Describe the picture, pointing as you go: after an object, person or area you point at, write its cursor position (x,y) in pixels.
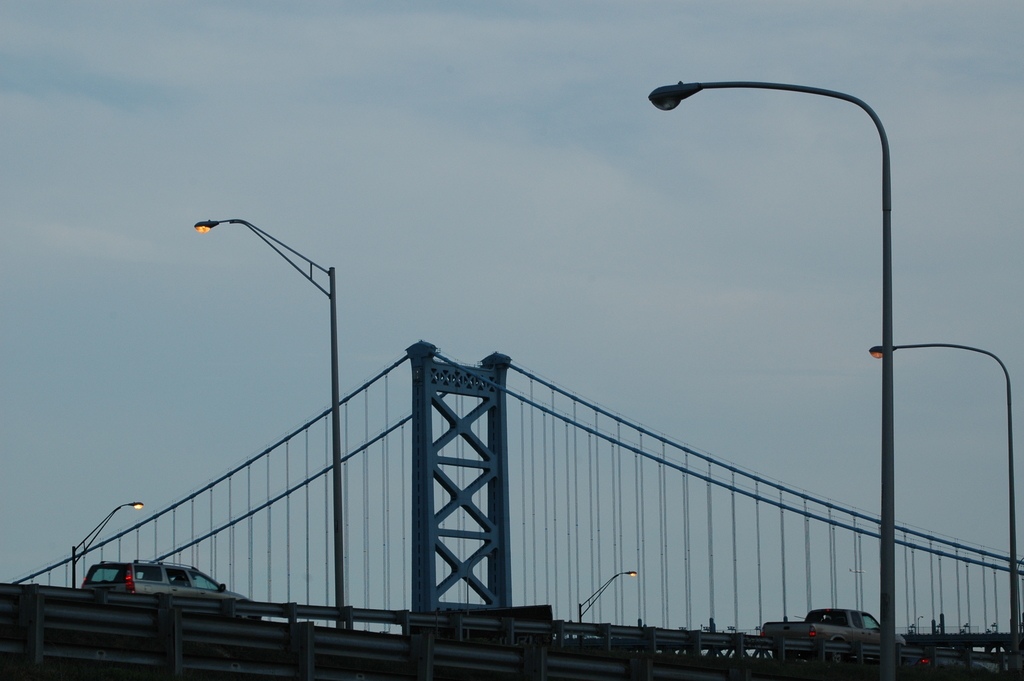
In this picture we can observe a bridge (75,609) on which there are some cars (829,631) are moving. We can observe some lights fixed to the poles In the background (388,130) there is a sky (445,147).
